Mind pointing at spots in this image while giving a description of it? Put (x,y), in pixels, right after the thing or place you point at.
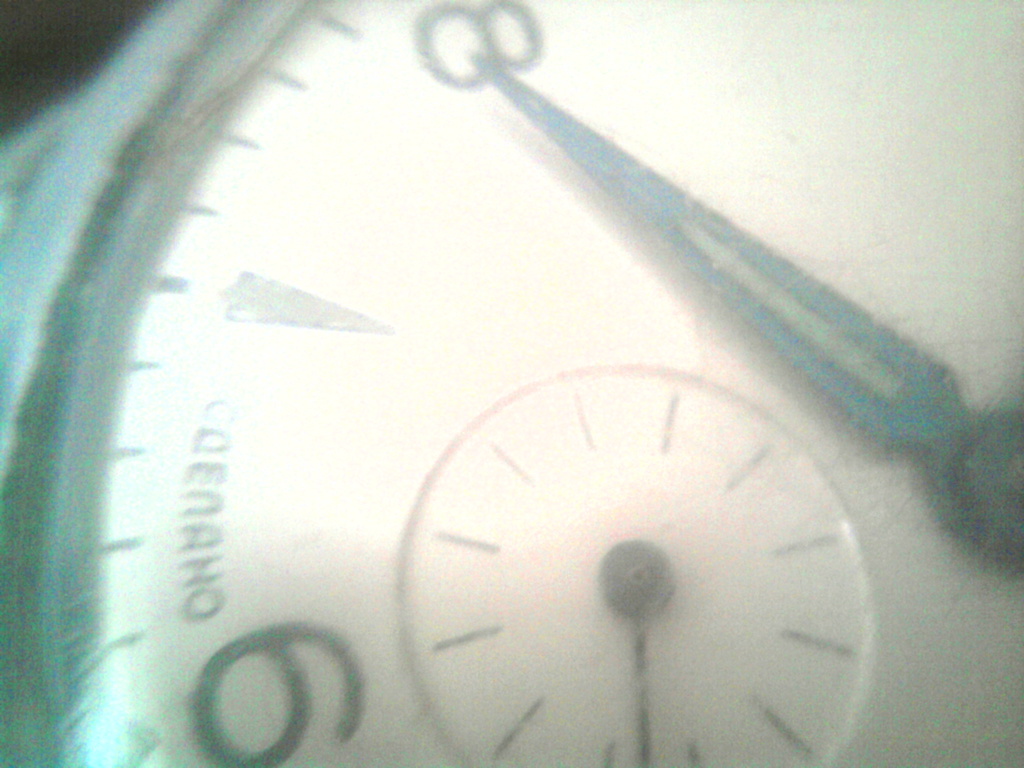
In the foreground of this image (637,597), there are two needles (811,380) of the watch (880,382) showing the hours or minutes and the seconds of the time.
